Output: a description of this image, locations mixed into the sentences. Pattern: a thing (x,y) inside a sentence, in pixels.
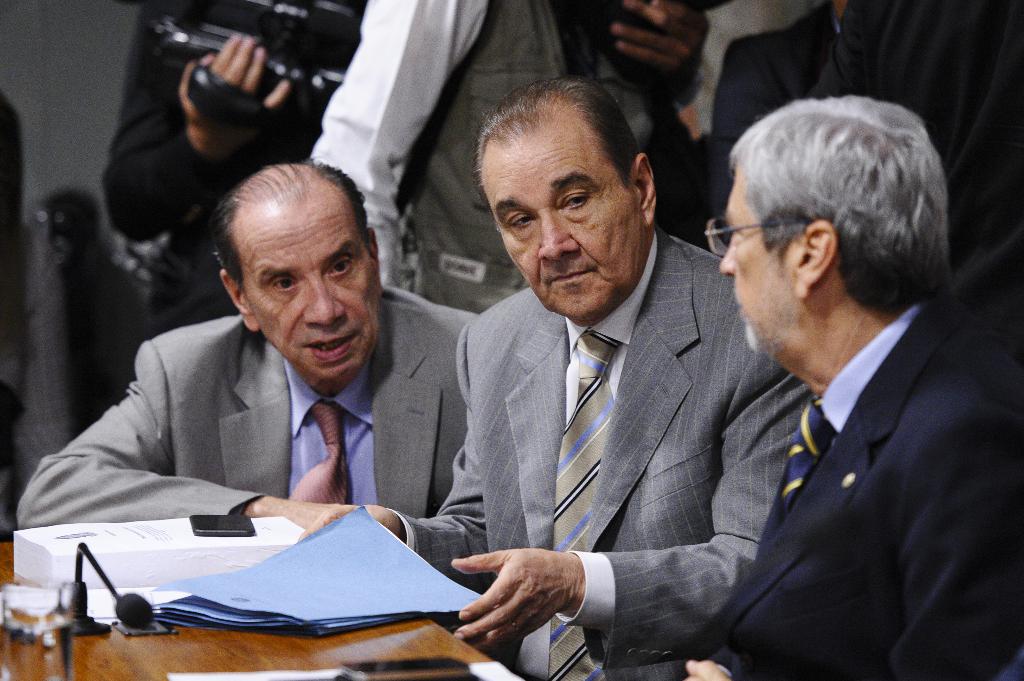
In this image we can see 3 people (347,451) sitting wearing suit (646,519). There are books (237,626) and microphone (78,574) on a table (274,645). People (218,142) are standing behind them.
